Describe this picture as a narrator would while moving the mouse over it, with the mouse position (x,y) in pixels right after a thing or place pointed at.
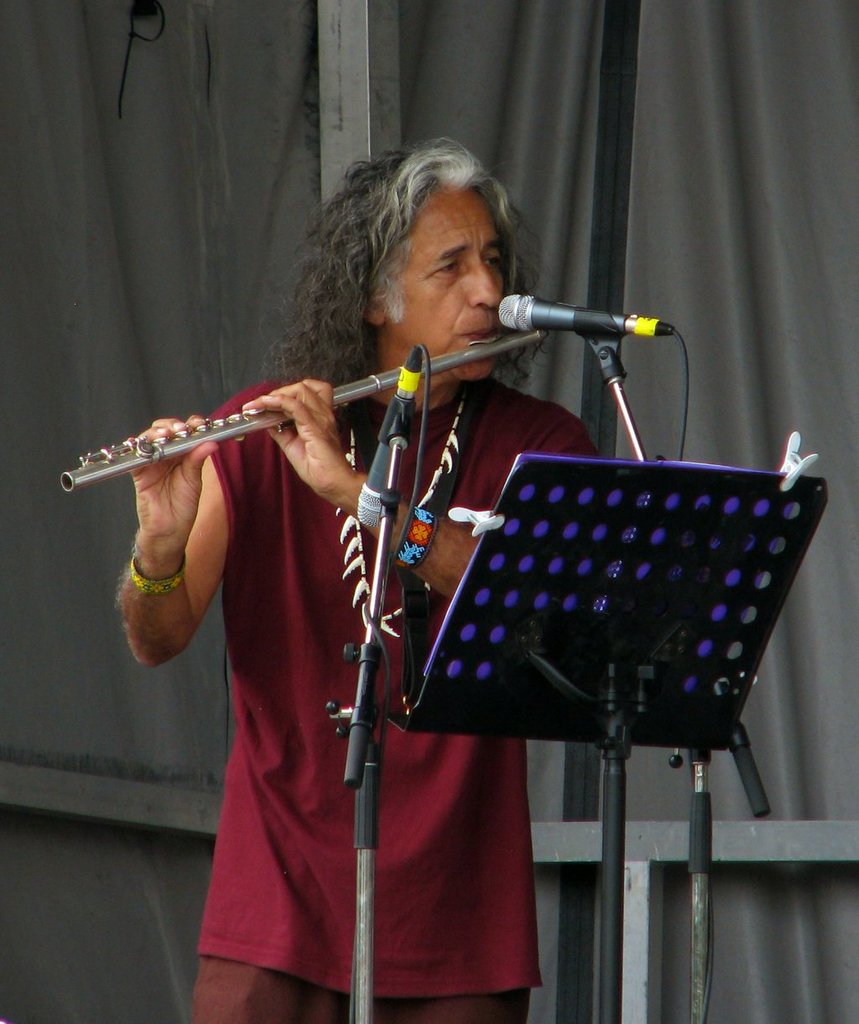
In this image we can see a person (340,528) playing flute (159,441). In front of him there are mics (378,464) with mic stands (390,441). Also there is a music note stand (612,626). In the back (650,341) there is curtain (672,386). Also there are rods (91,792).
